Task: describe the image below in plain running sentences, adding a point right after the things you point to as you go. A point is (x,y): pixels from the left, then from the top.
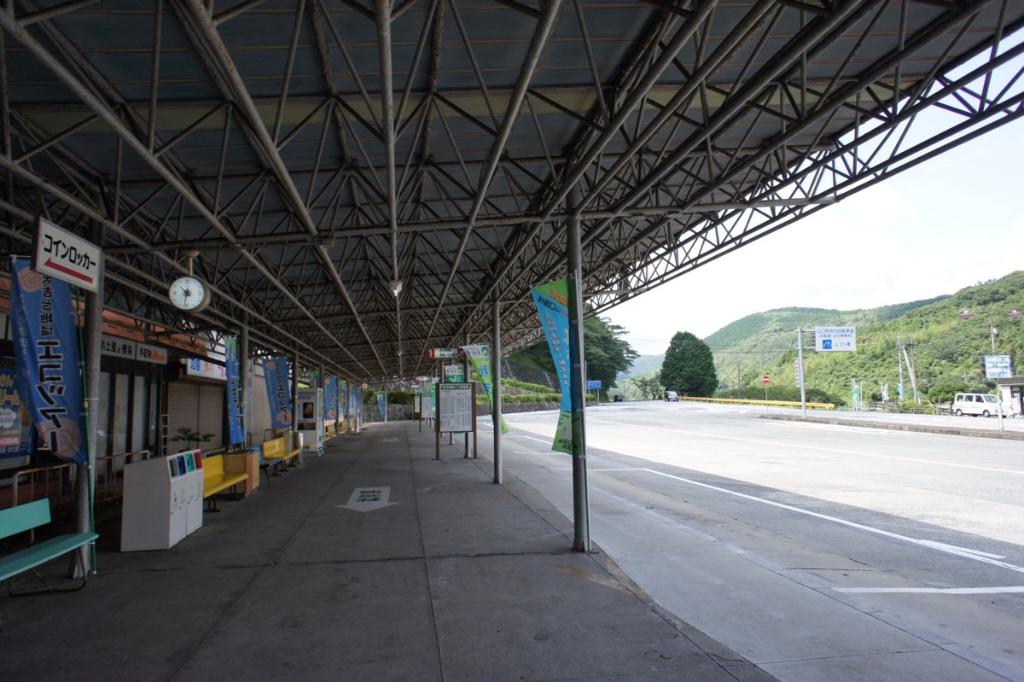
At the bottom of the picture (693,604), we see the road (730,608). We see the poles (575,484), banners (478,350) and boards (455,397) in white color with some text (469,420) written on it. On the left side (11,515), we see the benches (49,553) in blue and yellow color. Beside that, we see a box (184,490) or a table (188,504) in white color. Behind that, we see the railing (122,458) and a pole (91,353). We see a banner (23,357) in blue color with some text (67,407) written on it. We even see a white board (91,259) with some text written on it. We see a clock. There are banners (341,390), poles (296,388) and boards (311,405) in the background (272,388). At the top (354,72), we see the roof (354,72). On the right side (954,412), we see the car (987,413) is moving on the road (967,416). Beside that, we see the poles (902,379) and the boards (821,332) in white color. There are trees (985,317) and hills (719,368) in the background (717,357). In the right top (937,205), we see the sky (946,214).
